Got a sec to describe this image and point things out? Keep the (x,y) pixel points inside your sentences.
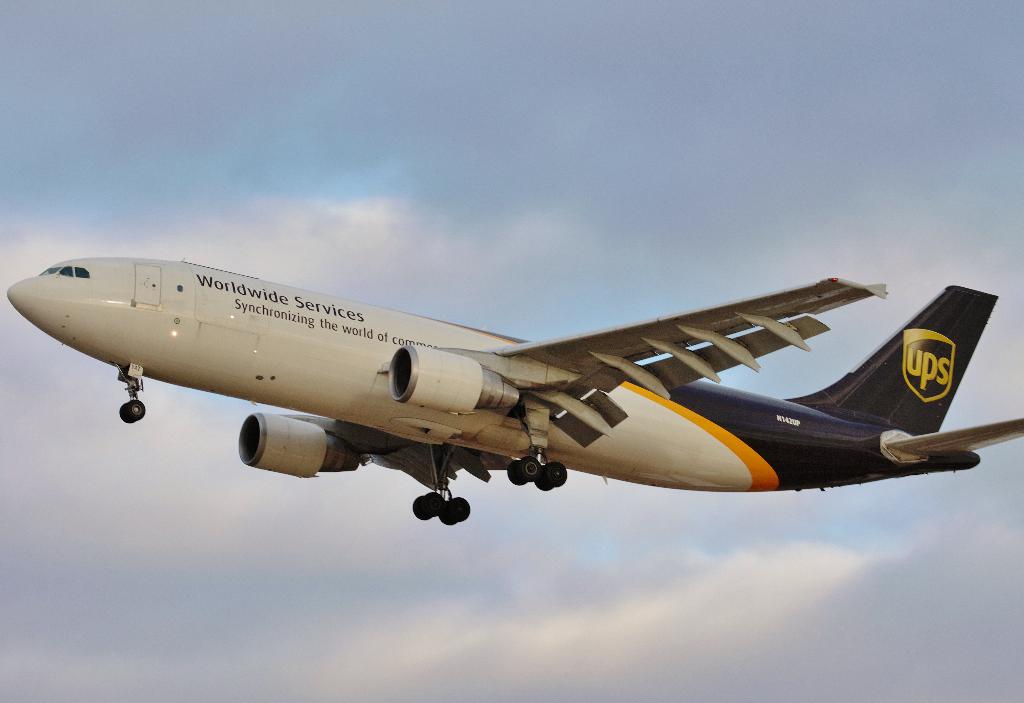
In this image we can see an aircraft (365,401). In the background (523,186) we can see the sky (716,498) with some clouds (178,446).
